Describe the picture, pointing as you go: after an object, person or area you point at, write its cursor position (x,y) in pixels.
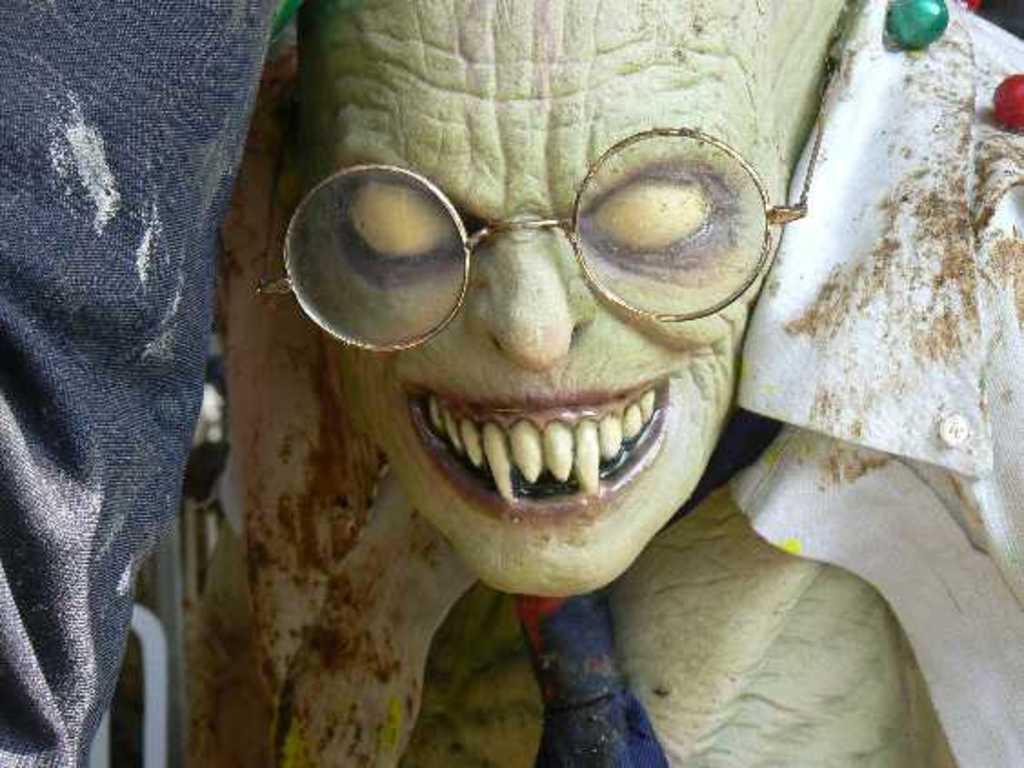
In this picture I can see the statue (600,464) of the devil (600,464) who is wearing the spectacle (580,200). Beside that I can see the grey color cloth (167,224).
